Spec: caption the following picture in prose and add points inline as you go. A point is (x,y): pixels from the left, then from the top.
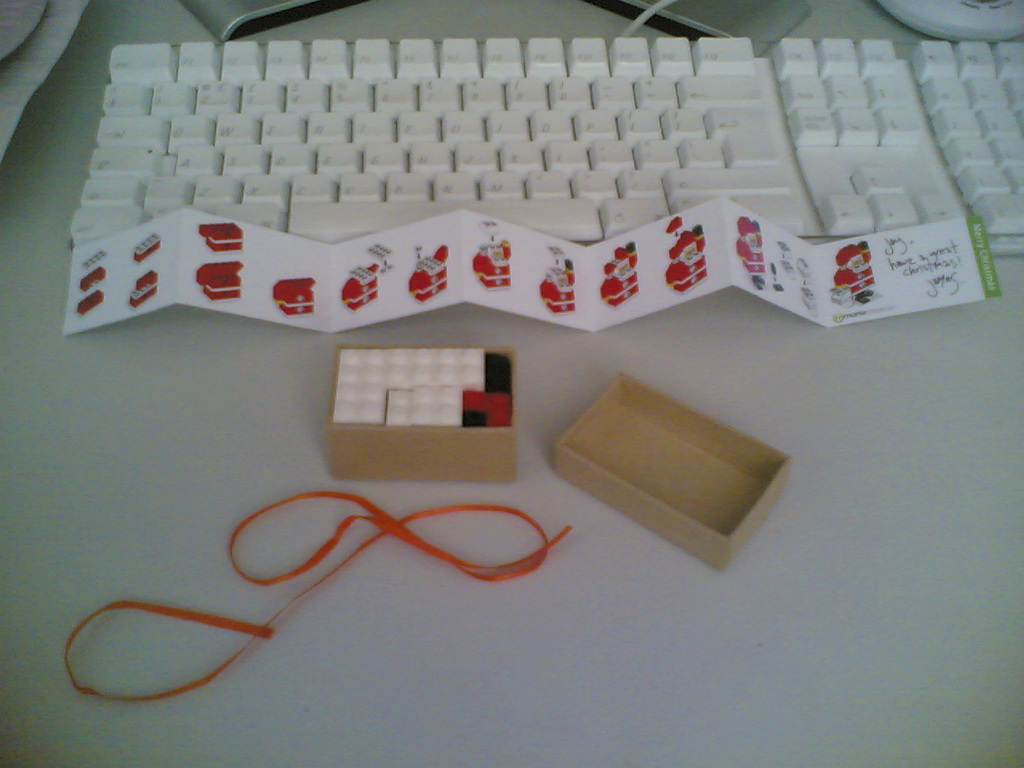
In the center of the image (599,269) we can see keyboard (1003,222), paper (431,229), monitor stand (215,3), thread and box (378,434) placed on the table (735,612).
